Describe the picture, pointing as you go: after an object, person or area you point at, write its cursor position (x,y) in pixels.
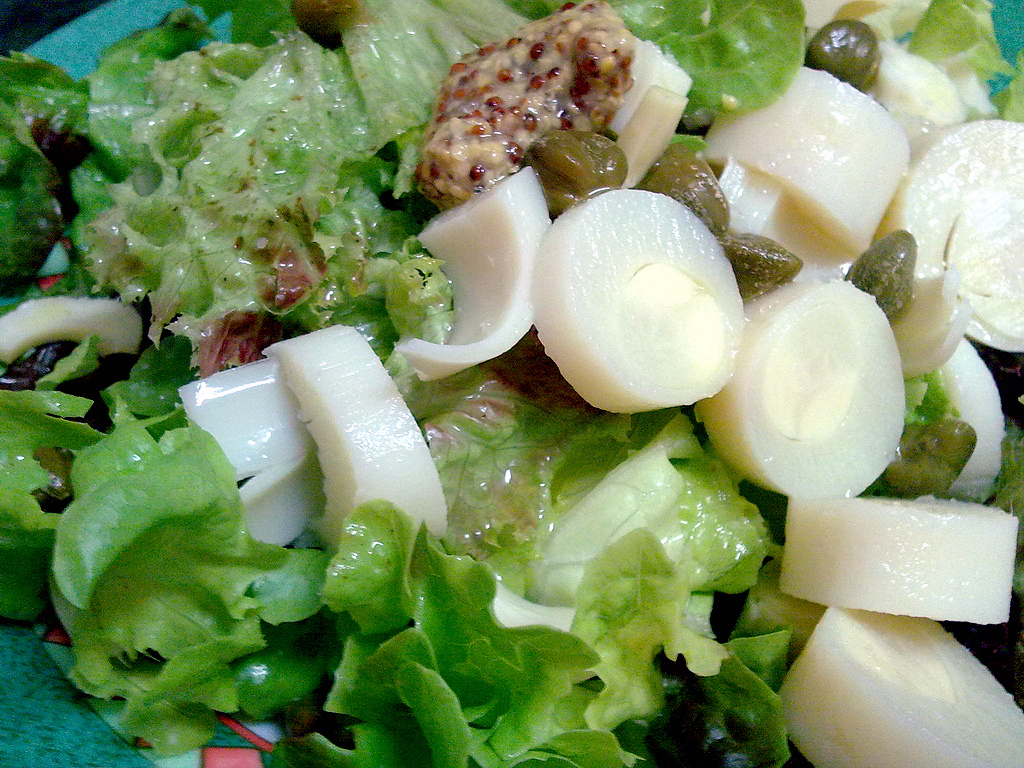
In this image, we can see lettuce salad (390,352) along with other vegetables (310,407).
